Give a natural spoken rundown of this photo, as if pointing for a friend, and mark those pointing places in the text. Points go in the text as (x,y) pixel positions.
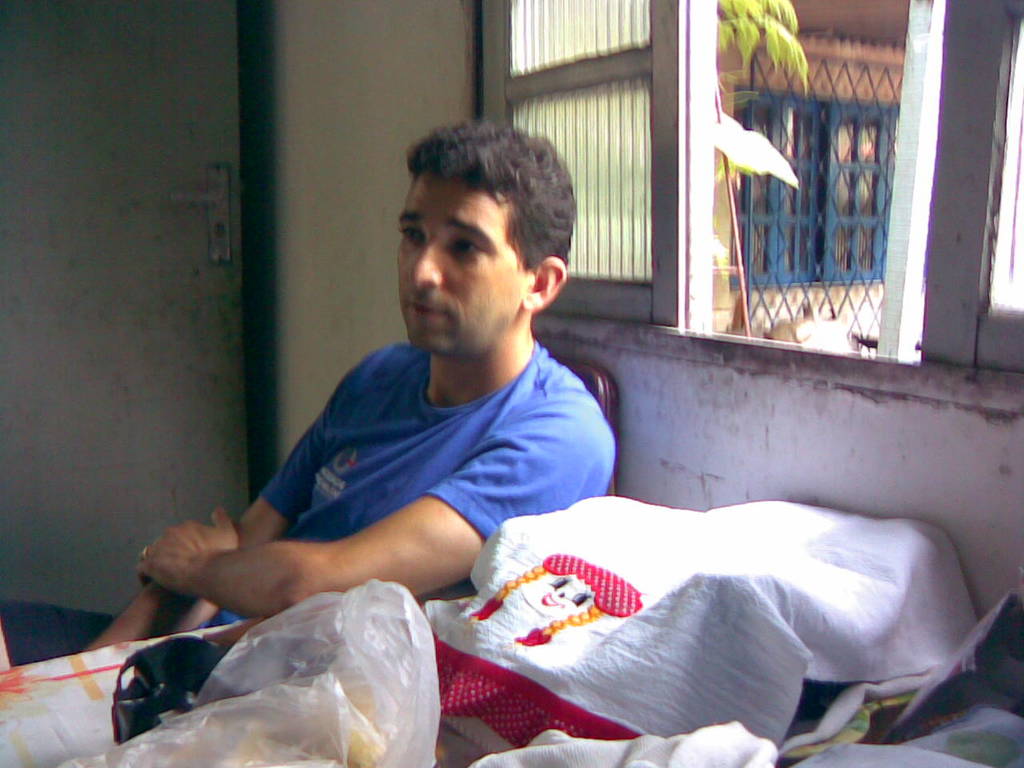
There is a man (503,450) sitting on chair (616,439), beside this chair (616,439) you can see clothes (502,641), covers (401,643) and objects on the table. We can see wall (340,104) and door (231,204). Behind him we can see window (689,254), through this window (668,64) we can see leaves (774,30), stick (744,295), window (779,207), fence (855,209) and wall (873,78).
